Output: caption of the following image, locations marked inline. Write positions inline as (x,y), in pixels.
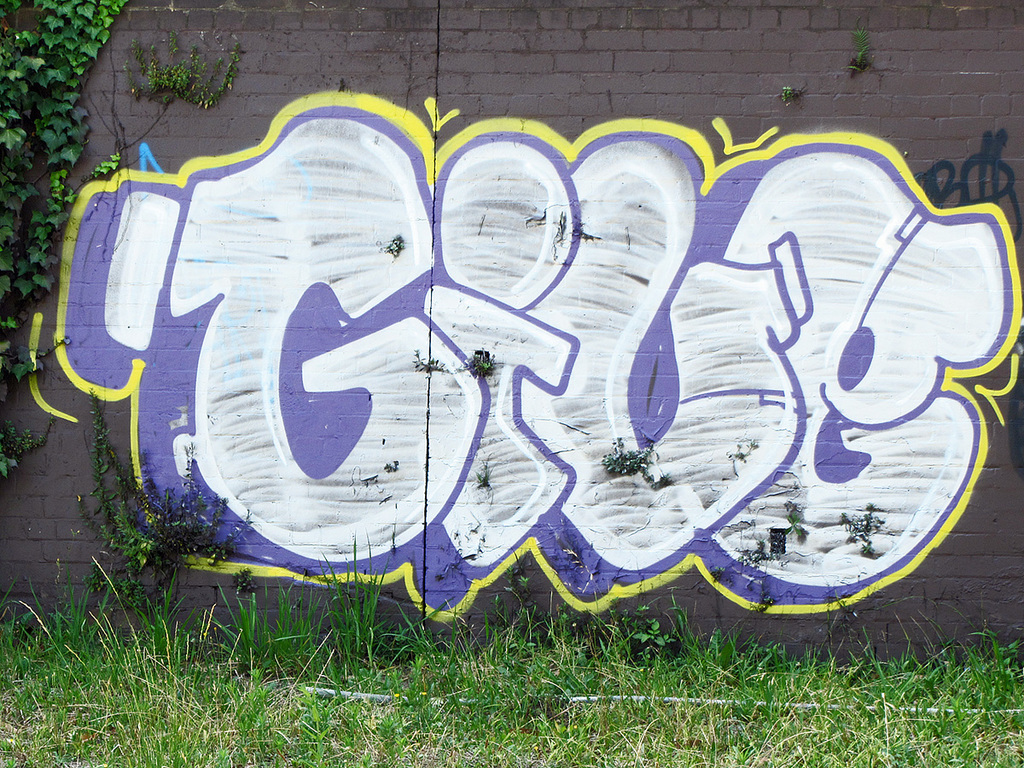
In this picture we can see the grass (329,748), wall (159,572) with a painting (1003,304) on it and plants (24,49).
